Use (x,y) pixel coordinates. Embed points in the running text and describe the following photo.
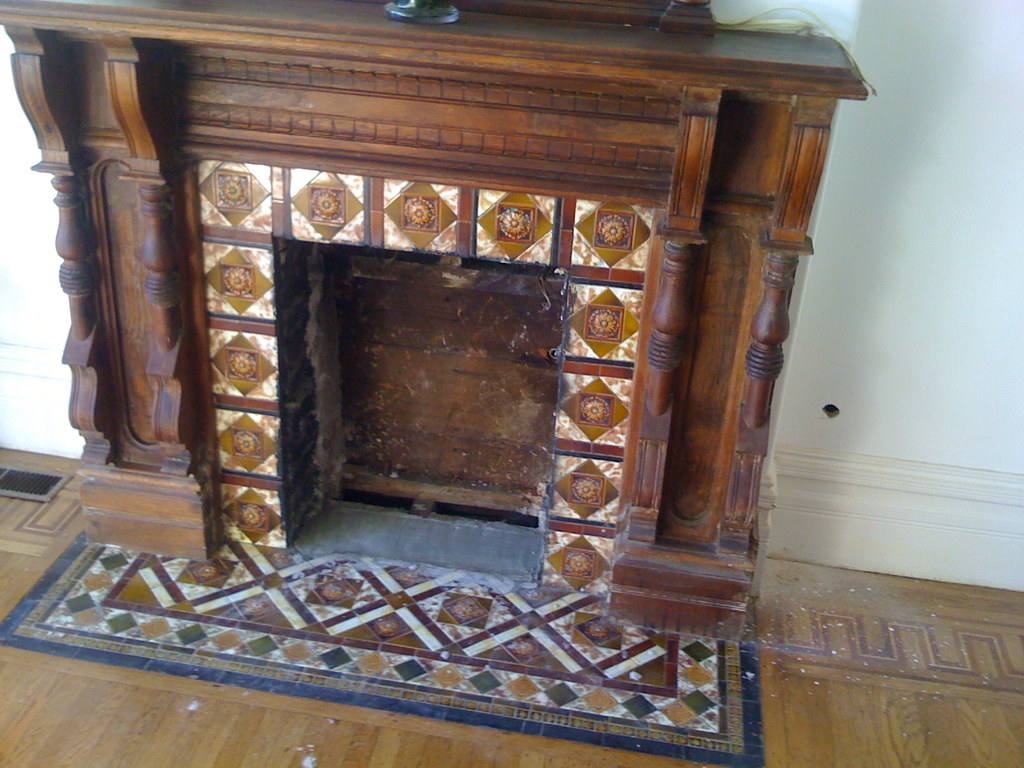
Here we can see wooden fireplace (557,349). In the background (930,355) there is a wall (924,560).
